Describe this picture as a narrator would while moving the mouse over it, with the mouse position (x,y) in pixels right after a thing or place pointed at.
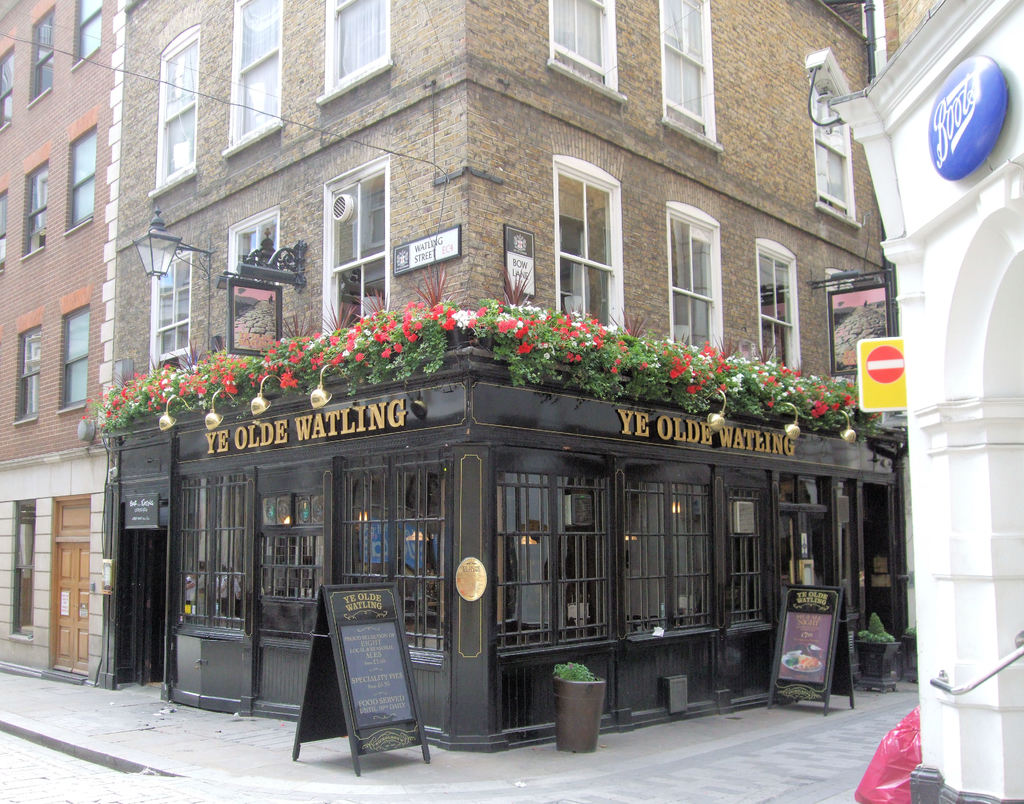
In this image we can see buildings (454,194) with glass windows (34,386). Bottom of the building (588,550) shop (423,633) is there. In front of it banners (813,658) are there. Right side of the image (968,633) white color wall (981,444) is present.
